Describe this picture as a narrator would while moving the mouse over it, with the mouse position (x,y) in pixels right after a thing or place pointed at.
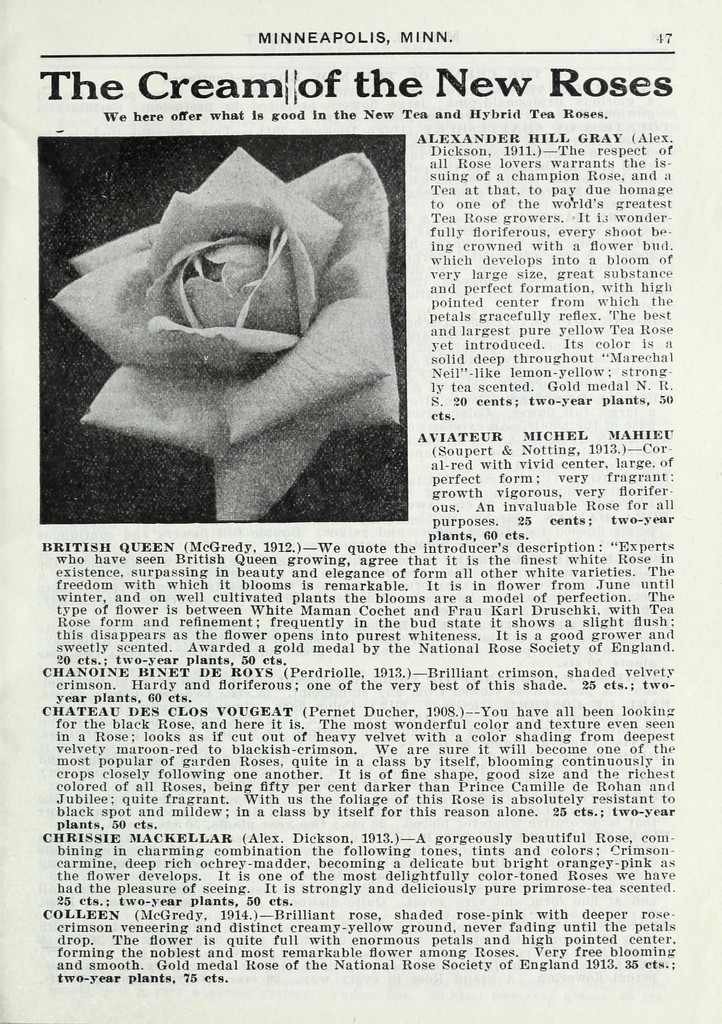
In this image I can see the article (421,470).
